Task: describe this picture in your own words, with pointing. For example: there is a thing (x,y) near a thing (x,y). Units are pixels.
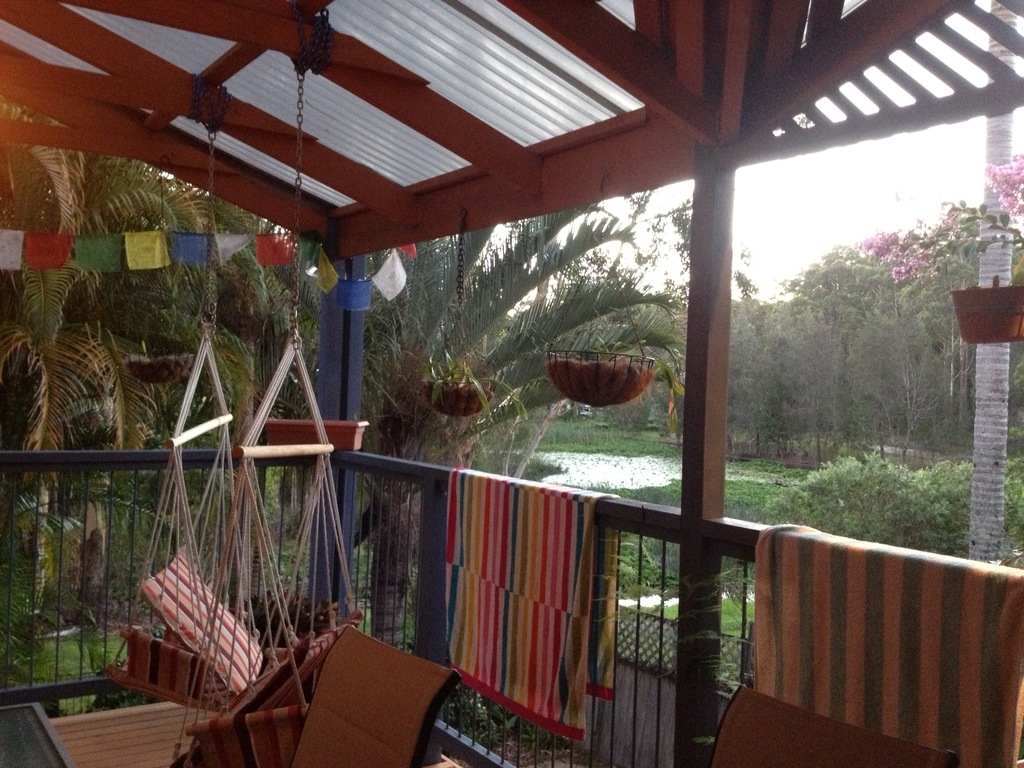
In this image I can see two chairs (405,719), few clothes (516,609) on the railing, the ceiling (485,26), few chairs (232,547) are hanged to the ceiling (308,19) with metal chains (208,247), few flower pots (604,397) with plants (490,377) in them, few pink colored flowers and few trees (921,371) which are green in color. In the background (804,166) I can see the sky (773,194).
